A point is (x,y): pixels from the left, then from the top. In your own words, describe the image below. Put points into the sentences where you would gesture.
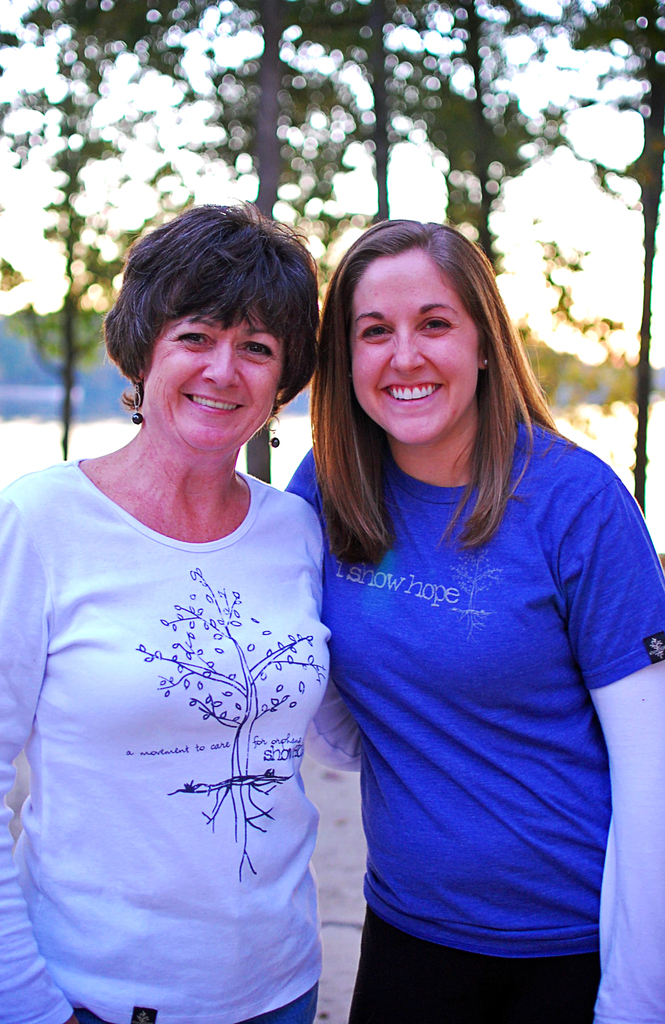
In this picture we can see two women (251,383) smiling, standing and at the back of them we can see trees (479,180) and it is blurry.
